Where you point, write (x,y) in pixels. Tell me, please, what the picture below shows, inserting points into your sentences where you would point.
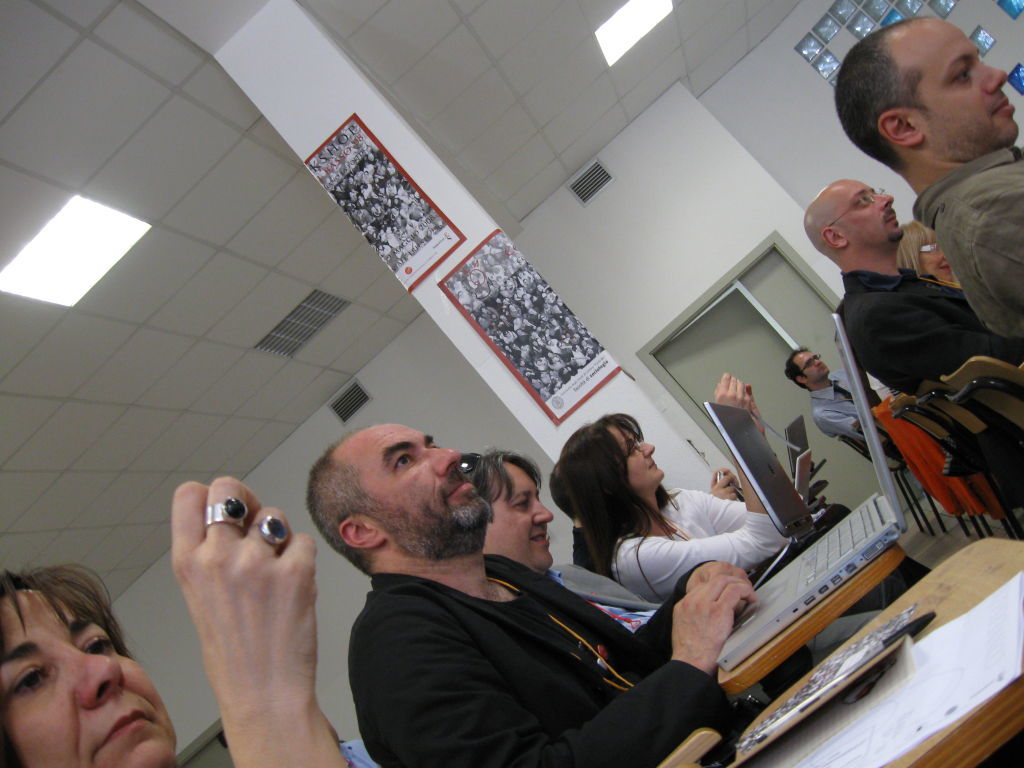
This image is taken indoors. At the top of the image (317,205) there is a ceiling (206,297) and there are a few lights (614,23). In the background (660,154) there is a wall (789,131) and there is a door (716,307). In the middle of the image (419,284) there is a pillar (613,388) with two posters (518,316) on it. A few people (603,618) are sitting on the chairs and there are a few tables (876,573) with laptops (784,519) and a few things (924,659) on them. On the right side of the image (884,257) three men (836,401) are sitting on the chairs (901,403).
